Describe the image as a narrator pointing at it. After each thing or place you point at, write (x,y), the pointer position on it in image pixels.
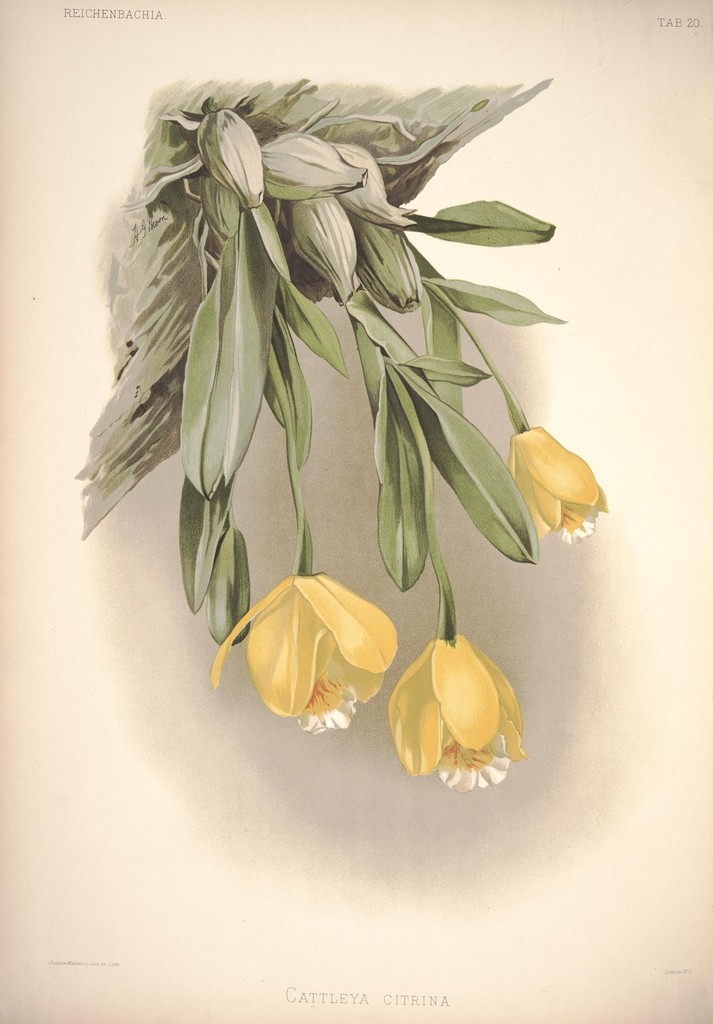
In this image, we can see a plant (520,222) contains flowers (554,470) and buds (334,190).
